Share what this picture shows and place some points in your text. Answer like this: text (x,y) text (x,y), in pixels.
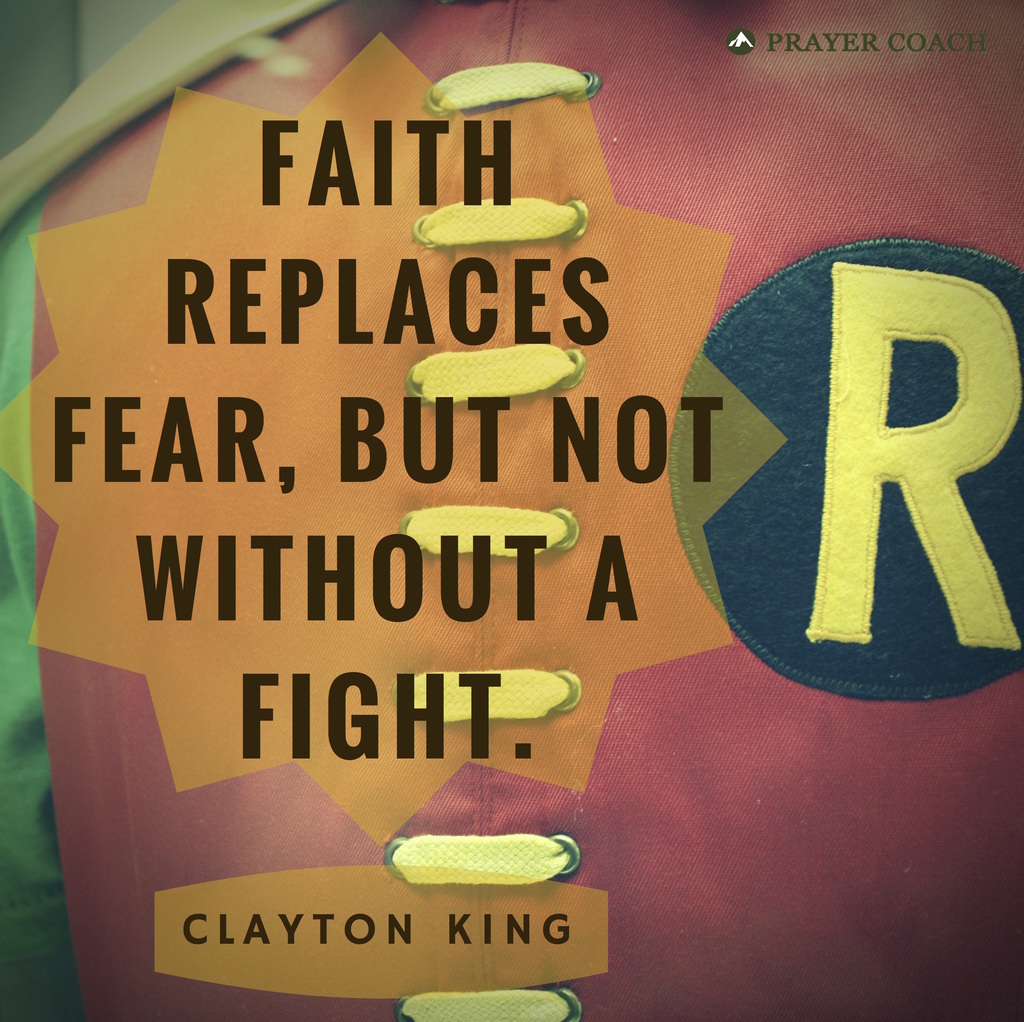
There are black color texts (425,136), yellow color letter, other texts (356,939) and other designs (318,983) on the poster (595,27). And the background of this poster (342,795) is pink in color.
